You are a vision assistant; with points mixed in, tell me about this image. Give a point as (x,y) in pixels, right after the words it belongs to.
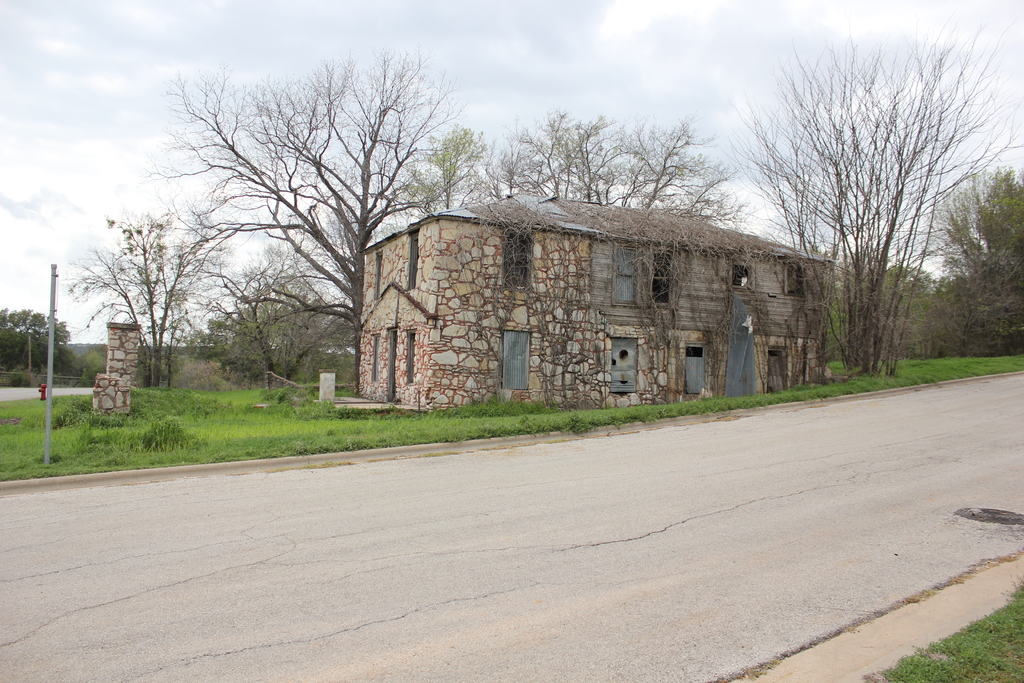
At the bottom of the image (429,540) there is a road (485,559). Behind the road (359,472) there's grass (343,422) on the ground (174,409). There is a building (472,262) with stone walls (460,352), windows (522,354) and roofs (706,239). And also there are many trees (838,200). On the left side of the image (45,433) there is a pole (52,272) and also there is a wall (110,380). At the top of the image (617,100) there is a sky (440,109).
